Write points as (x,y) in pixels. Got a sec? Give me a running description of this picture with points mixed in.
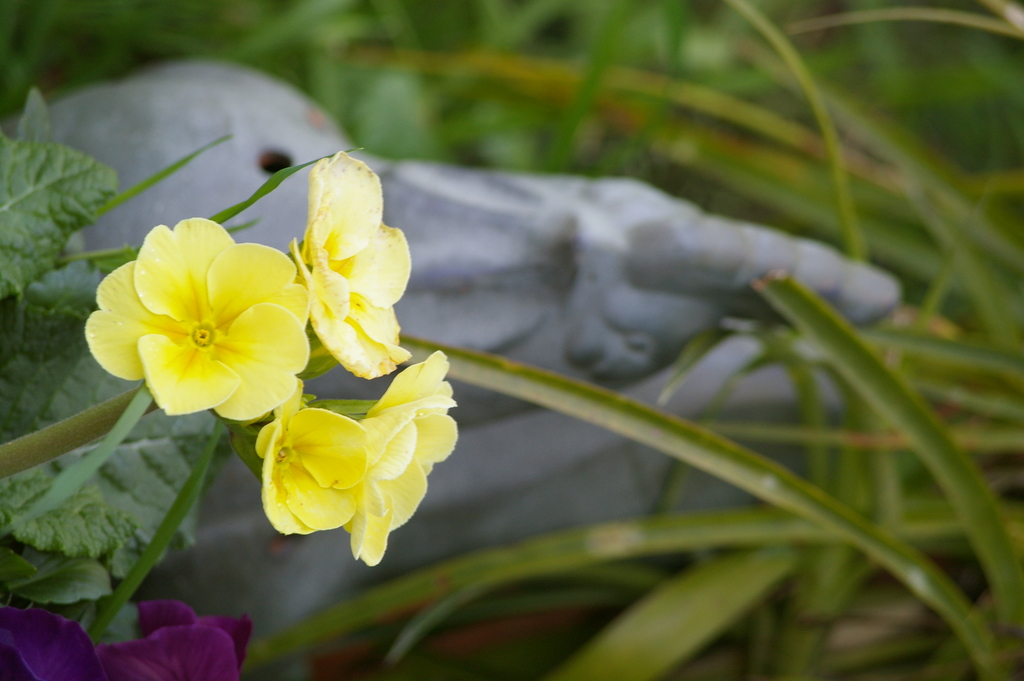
In the foreground (246,158) I can see flowering plants (304,427), stone (477,452) and grass (704,145). This image is taken may be in the park (932,65).
